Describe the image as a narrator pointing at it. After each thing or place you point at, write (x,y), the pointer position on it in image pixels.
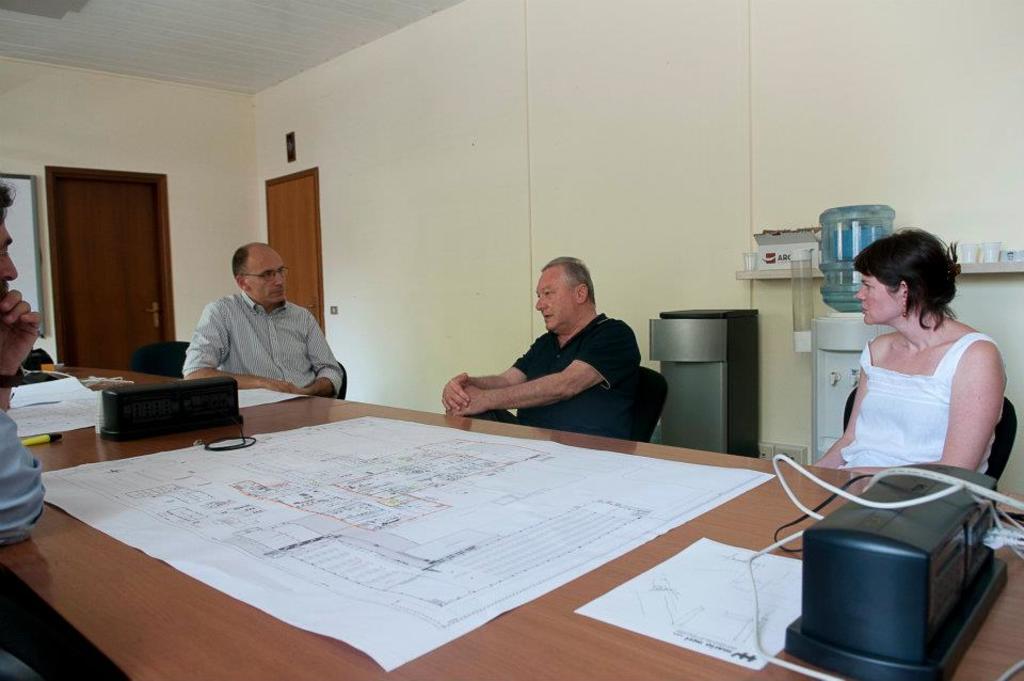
This is a ceiling (251,40). On the background (635,142) we can see a wall (326,155) and doors (120,236). Here we can see filter (832,399) with water bottle (862,237). We can see persons (610,391) sitting on chairs (661,371) in front of a table (788,480) and on the table (682,460) we can see white colour paper chart (515,548), paper (684,582), marker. This man (548,363) in black colour shirt (596,351) is talking.
